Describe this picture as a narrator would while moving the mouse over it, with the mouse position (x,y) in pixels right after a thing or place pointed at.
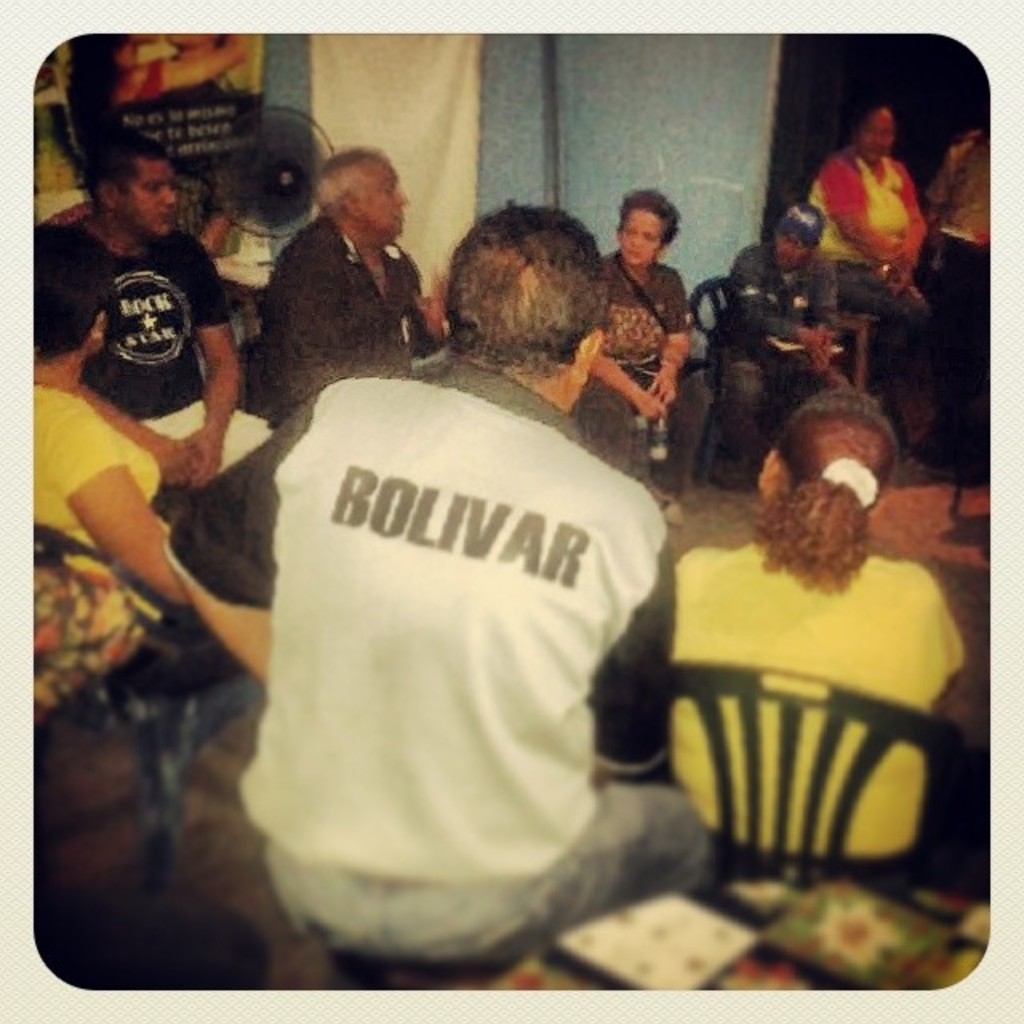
In this picture we can see a group of men (166,295) and women (667,312) sitting in the hall (922,559) and discussing something. Behind there is a black color table fan (298,121) and a blue color curtain (603,117).
